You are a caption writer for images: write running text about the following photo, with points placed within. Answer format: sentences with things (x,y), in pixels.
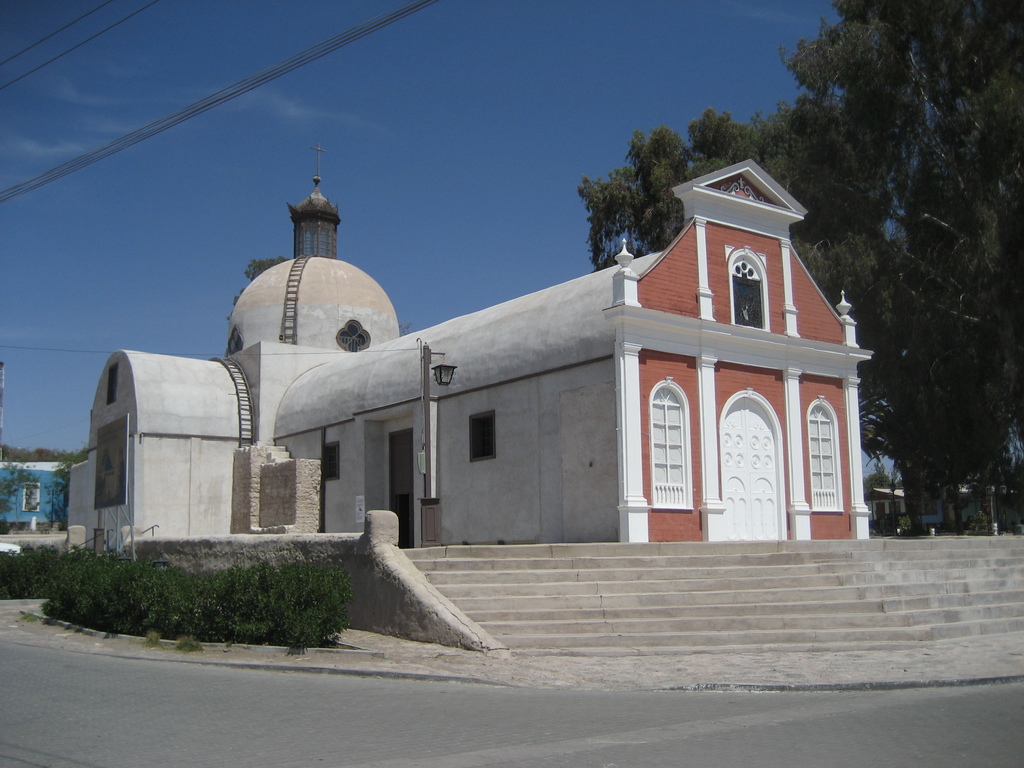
In the image we can see a building (577,457) and these are the windows (687,464) and door (746,448) of the building (751,480). Here we can see stairs (617,602), plants (291,602) and a road (408,743). We can even see the trees (862,227), electric wires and a sky (428,112).
